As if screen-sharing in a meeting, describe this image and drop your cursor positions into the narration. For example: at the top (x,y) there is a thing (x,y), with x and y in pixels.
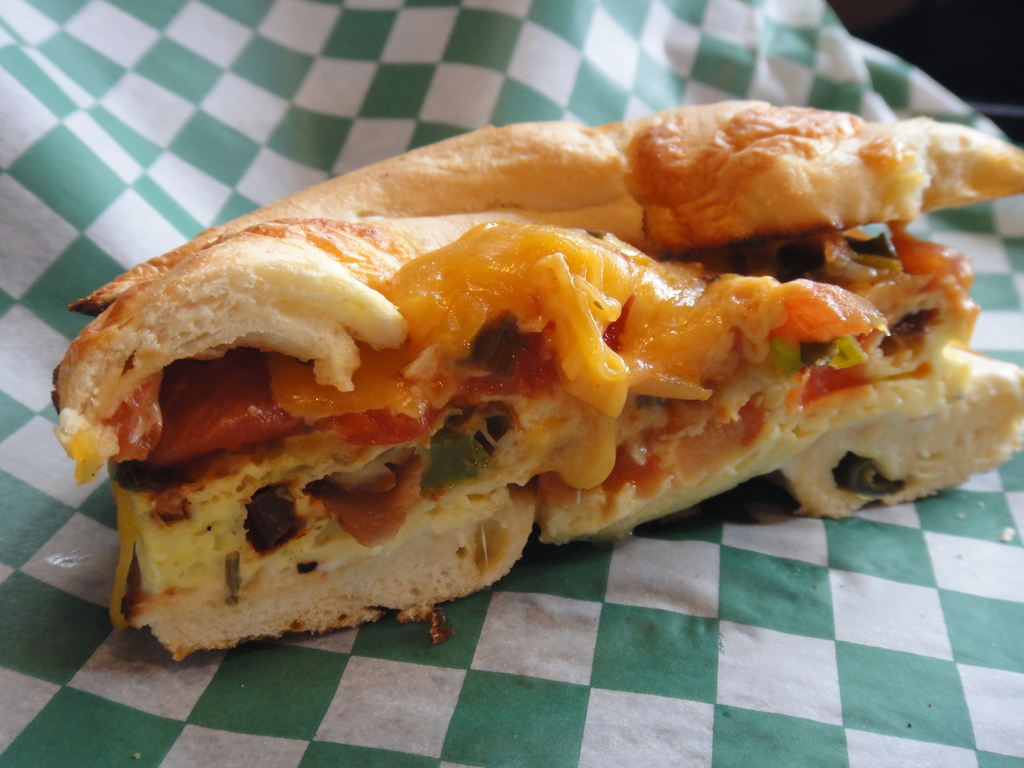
In this image at the bottom (784,677) there is one cloth (149,239), and in the foreground (318,471) there is one food item (632,379).
